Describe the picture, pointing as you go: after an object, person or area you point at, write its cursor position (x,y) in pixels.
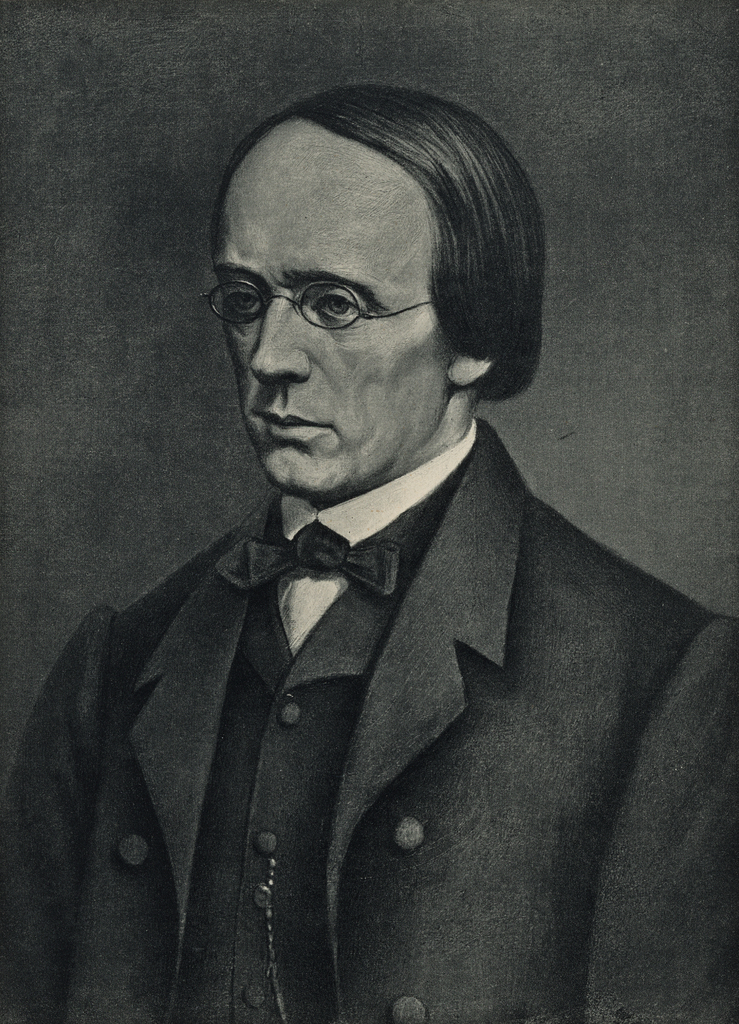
This image is a painting. In this painting we can see a man (333,524). He is wearing glasses (302,306). In the background (642,229) there is a wall (56,310).
